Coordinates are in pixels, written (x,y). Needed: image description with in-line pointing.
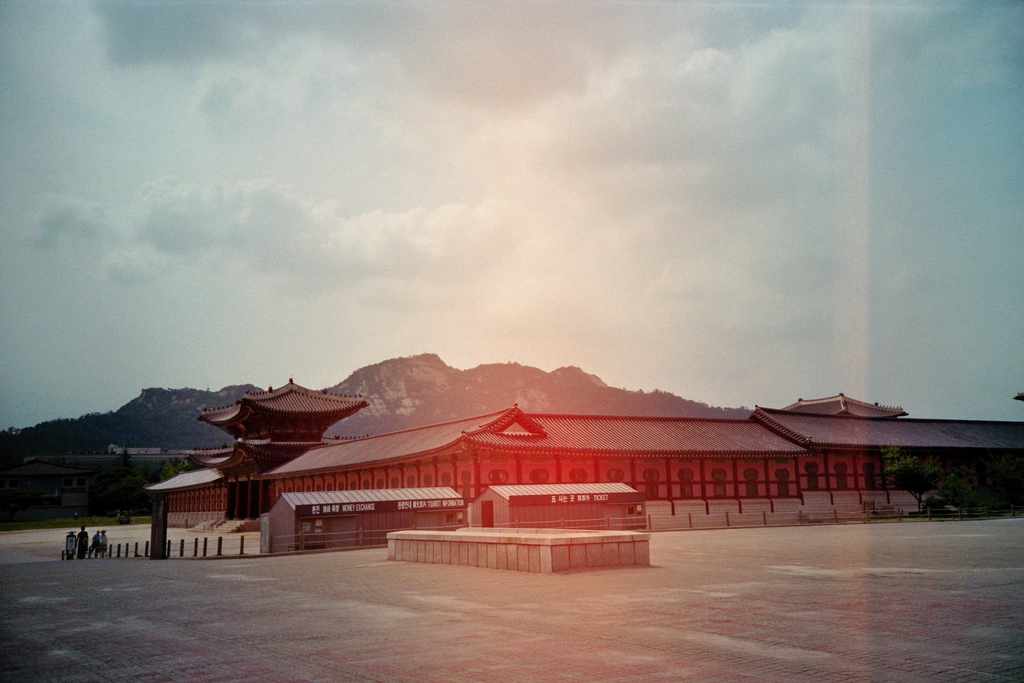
In this image in the center (471,443) there is building (871,495) and there are house (218,457), on the left side (77,536) there are some people (85,547) walking and there are some rods (164,552). At the bottom (305,613) there is a walkway (871,596), and in the background (673,395) there are mountains (427,399) and trees (911,463). At the top (430,178) there is sky (489,166).
